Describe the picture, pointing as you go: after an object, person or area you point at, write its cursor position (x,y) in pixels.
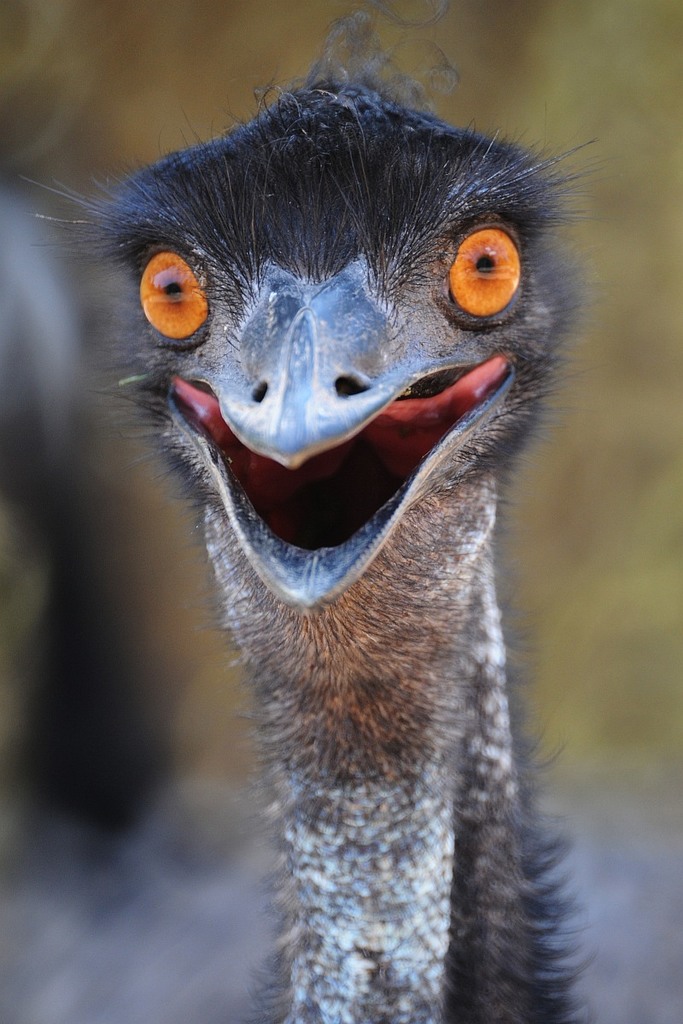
In this picture, we see an emu bird (336,532) which is having a long neck (291,780). In the background (117,48), it is blurred and this picture might be clicked in a zoo (166,570).
